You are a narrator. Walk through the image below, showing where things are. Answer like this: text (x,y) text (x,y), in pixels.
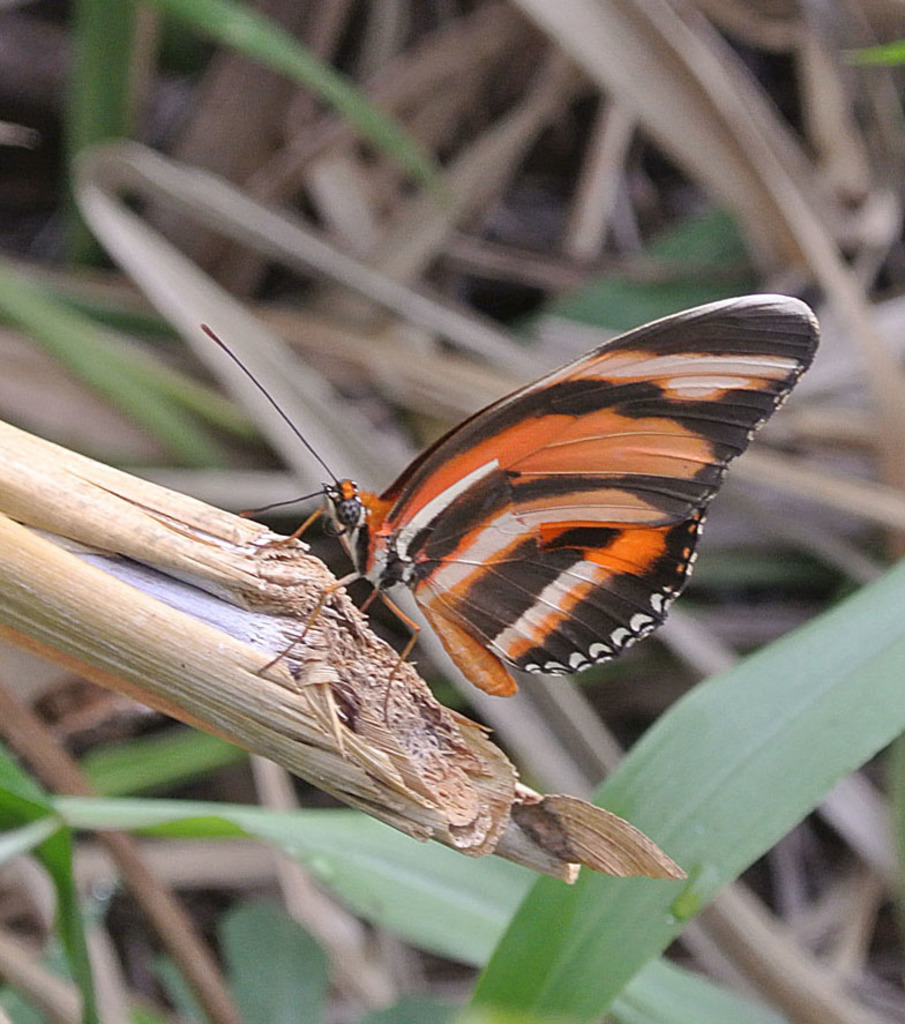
In the picture we can see a butterfly (729,354) on the dried grass plant (6,478) and under it we can see some grass plants (886,584) and dried grass (833,973).
